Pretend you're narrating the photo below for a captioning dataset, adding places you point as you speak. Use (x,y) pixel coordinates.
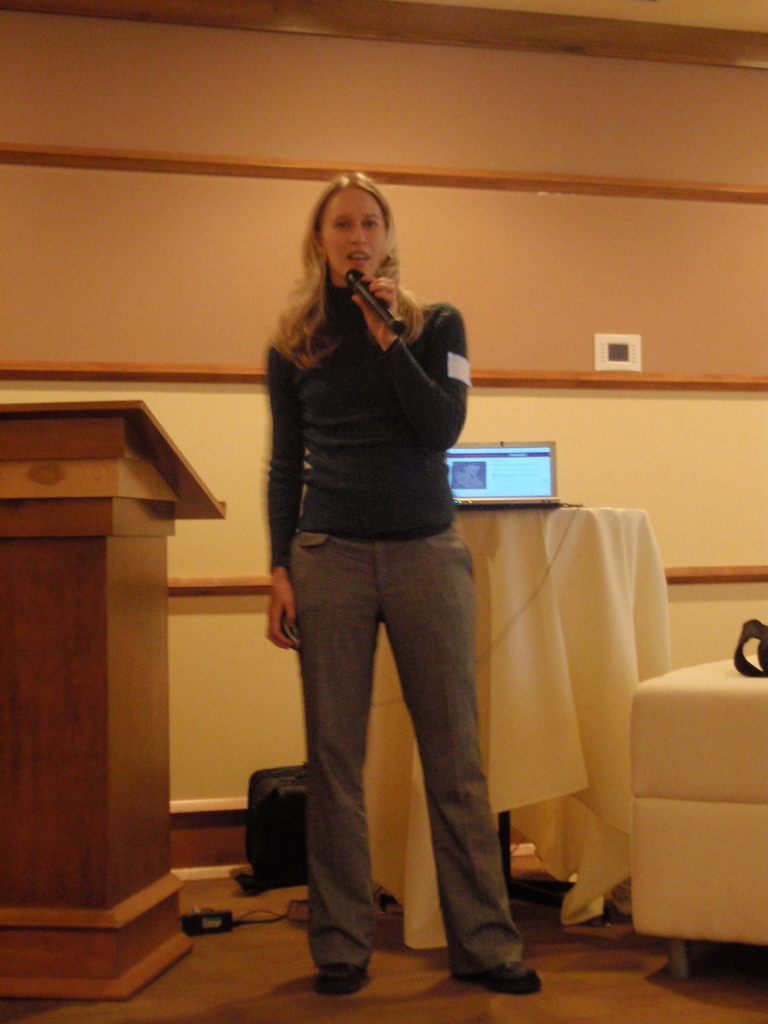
In this picture we can see a woman (456,646) is holding a microphone (366,284) and she is standing on the floor (377,926). On the left side of the woman (355,576) there is a podium (52,531). On the right side of the woman (374,593), it looks like a chair (689,768). Behind the woman (419,667) there is a table (494,568), which is covered by a cloth (509,656) and on the table (530,511) there is a laptop (496,493). Behind the table (543,507) there is a wall (515,358). On the floor (241,919) there is an adapter (200,917), cable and an object (258,841).
